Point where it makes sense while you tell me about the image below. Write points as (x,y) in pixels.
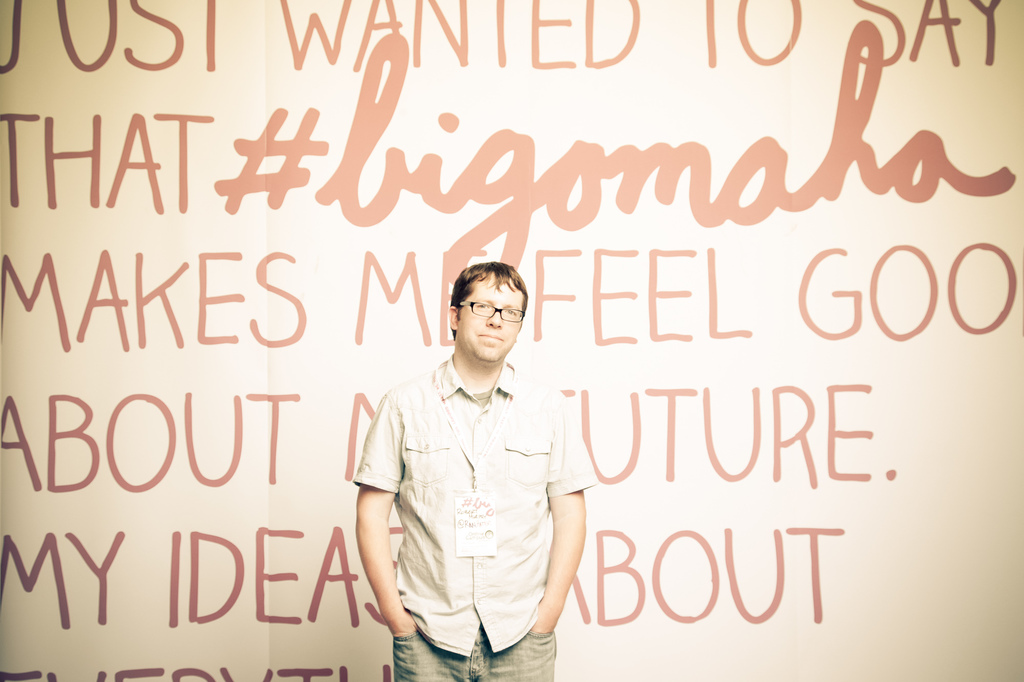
In this picture I can see a man (472,377) standing, He wore a ID card (468,494) and spectacles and I can see text (440,160) on the background (454,217).
